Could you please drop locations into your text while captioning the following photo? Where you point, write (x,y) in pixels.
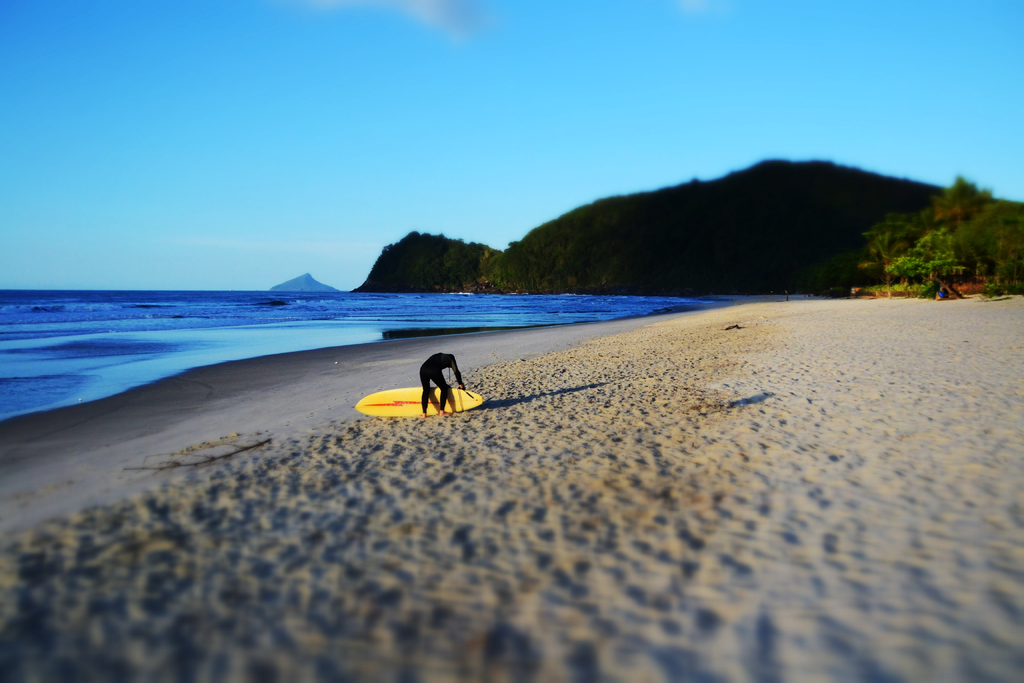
In this image there is a person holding the surfing board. At the bottom of the image (441,554) there is sand (642,501). In the background of the image (320,319) there is water (320,319). There are trees (971,246), mountains (400,274). At the top of the image (477,141) there is sky (320,146).
